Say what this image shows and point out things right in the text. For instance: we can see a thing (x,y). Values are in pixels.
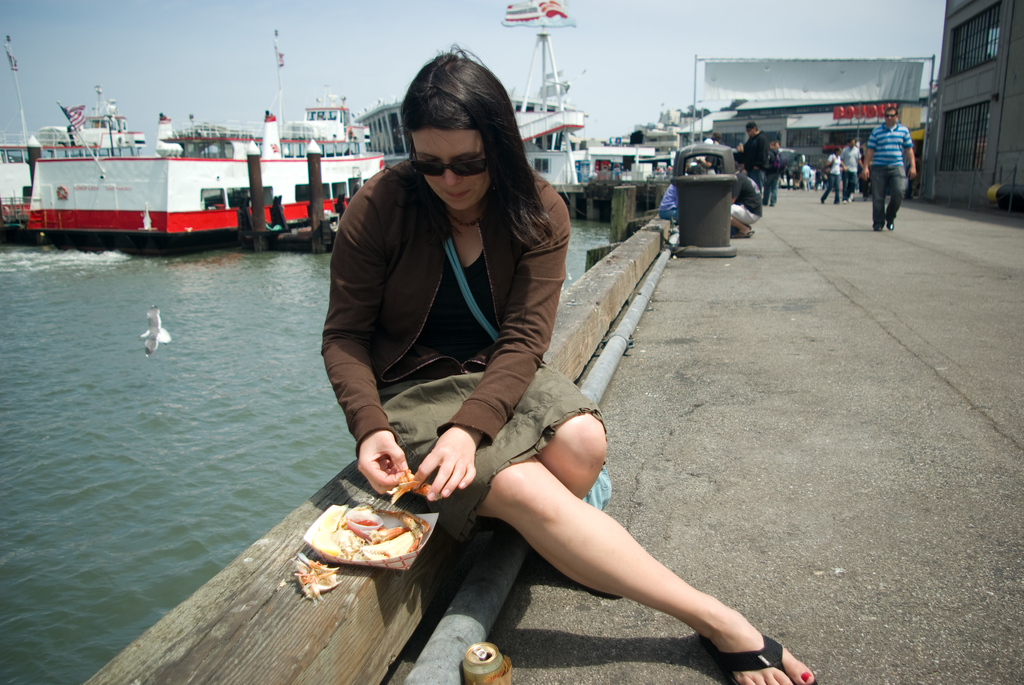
In this image in the foreground (498,363) there is one person (499,398) who is sitting on a wooden pole (353,649), and in front of her there is one plate (400,530). In that plate (390,520) there is some food items (401,531) and she is holding a food item (411,480), in the background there is a river (136,345). In that river (293,305) there are some boats (212,180) and on the right side (684,404) there is a pier (698,418) and on the pier (753,251) there are some people (749,170) who are walking and some of them are standing, and also there is one dustbin (717,209) in the center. In the background (951,55) there are some buildings (758,115).
